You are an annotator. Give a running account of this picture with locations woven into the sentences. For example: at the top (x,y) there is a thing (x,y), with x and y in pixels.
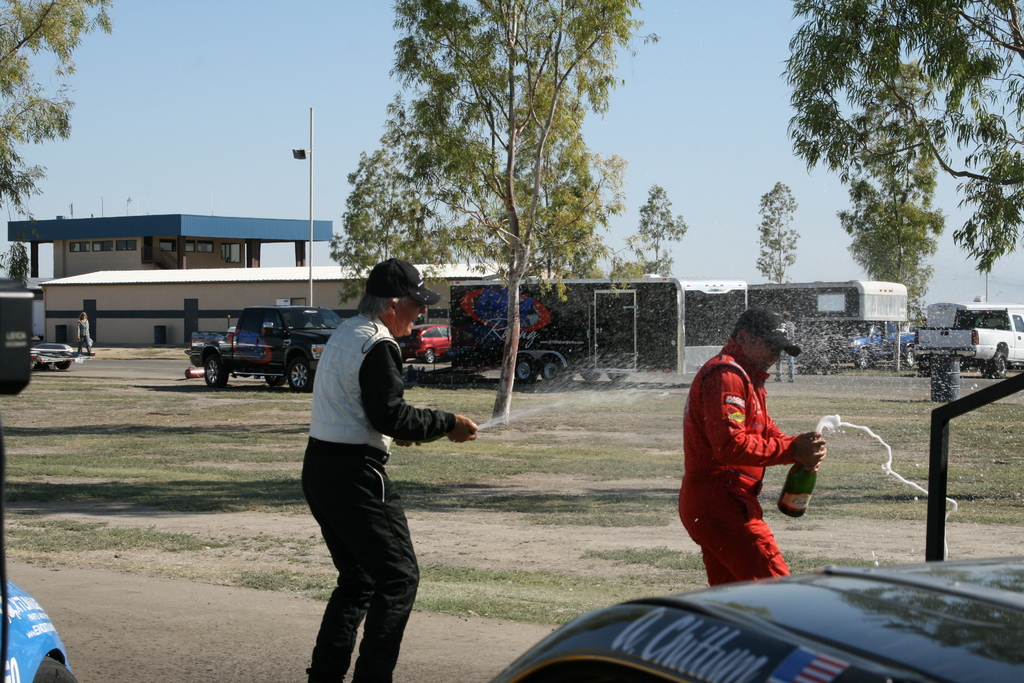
In this image I can see two people (701,452) with different color dresses (698,449) and these people (752,382) with the caps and also holding the wine bottles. In the background (286,371) I can see few vehicles (698,367) and trees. I can also see the sheds (154,332) and the sky (322,113) in the back (78,310).
